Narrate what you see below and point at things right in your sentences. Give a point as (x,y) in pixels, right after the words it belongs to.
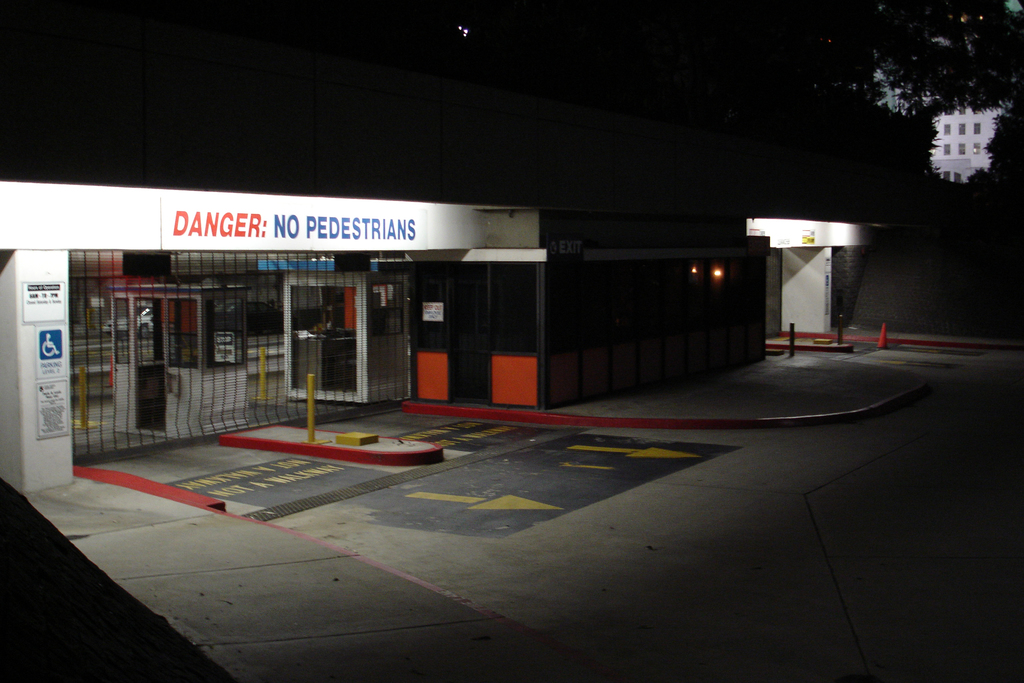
In this image I can see the building (585,364) and I can see some boards (49,406) to the building (601,363). I can also see the lights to the building (697,308). In-front of the building (465,395) I can see the poles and the traffic cone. To the right (937,168) I can see an another building (949,161) and the trees (885,71). And there is a black background (572,75).
